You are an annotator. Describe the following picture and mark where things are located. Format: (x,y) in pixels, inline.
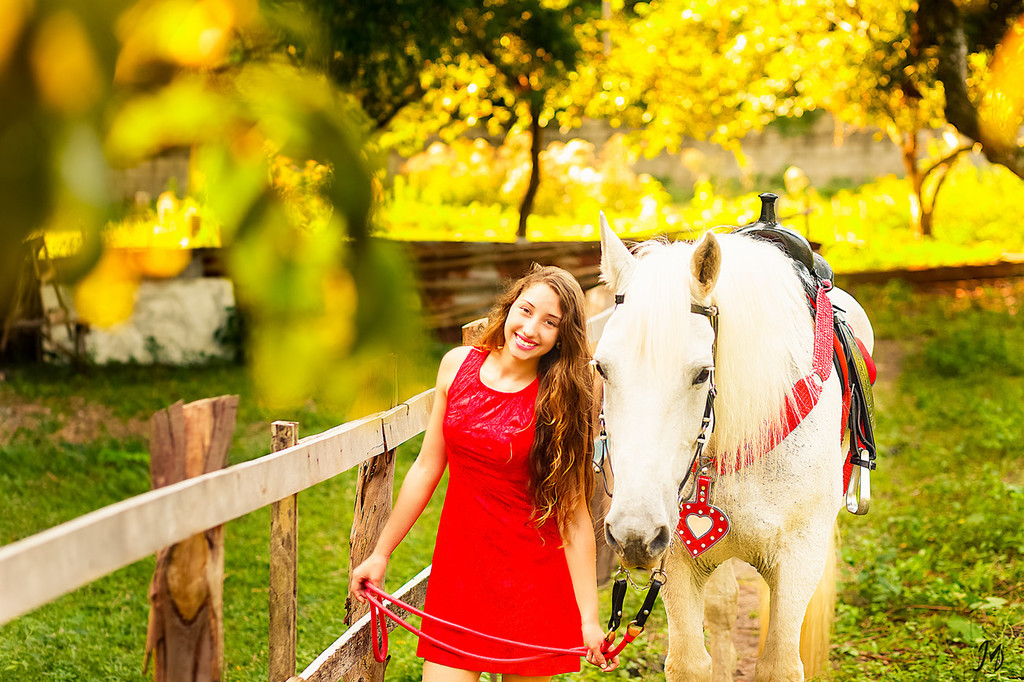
In this image I see a woman (596,665) who is wearing a red dress (581,641) and she is standing and smiling. I can also see that she is holding a rope (632,631) which is tied to this horse (681,257) and they're on the grass (878,261). In the background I see the trees (217,191).
